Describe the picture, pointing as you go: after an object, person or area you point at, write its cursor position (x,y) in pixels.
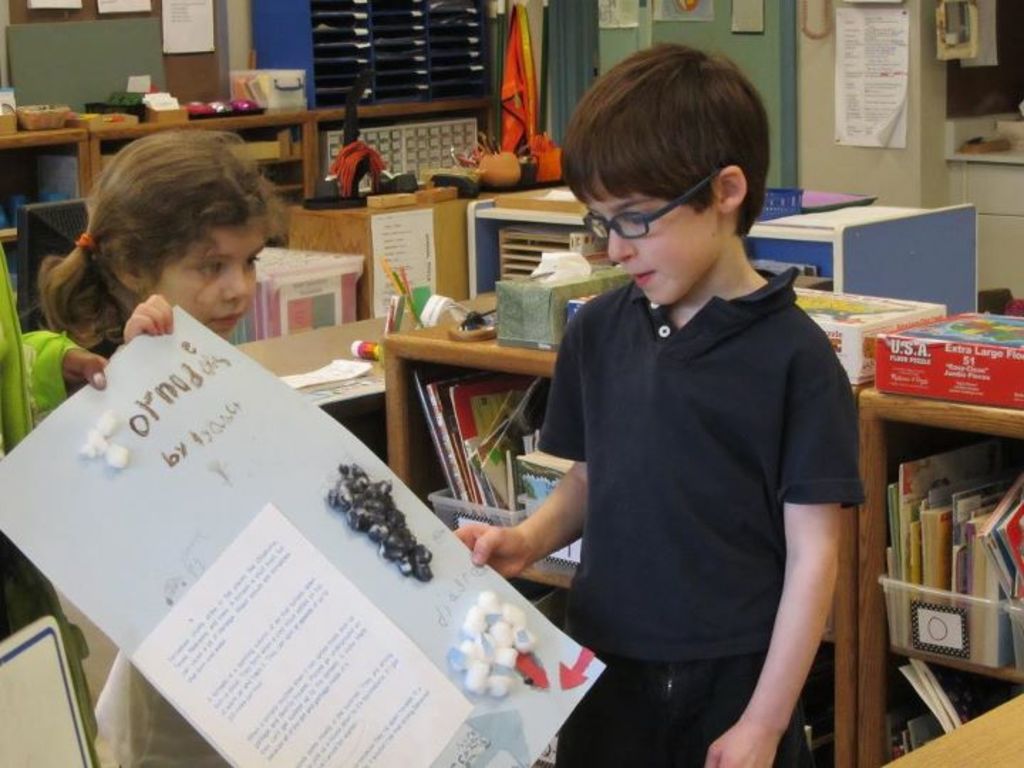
There is a small girl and a boy (675,712) holding a poster (284,428) in the foreground area of the image (645,334), there are bookshelves (875,717), it seems like a desk (762,246), other objects (449,94) and posters (188,9) in the background (483,240).
